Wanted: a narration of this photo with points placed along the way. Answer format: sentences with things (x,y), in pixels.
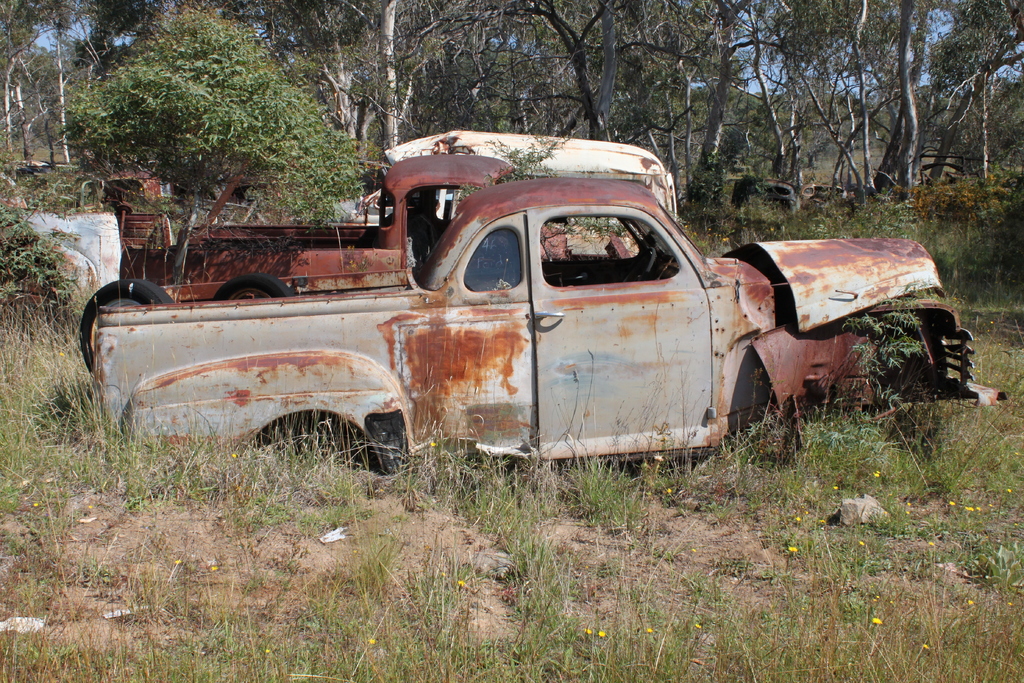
In this image we can see damage vehicles (516,276) on the land (291,470). We can see grass (761,516) at the bottom of the image (950,557). In the background (428,117), we can see trees (691,169) and the sky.
